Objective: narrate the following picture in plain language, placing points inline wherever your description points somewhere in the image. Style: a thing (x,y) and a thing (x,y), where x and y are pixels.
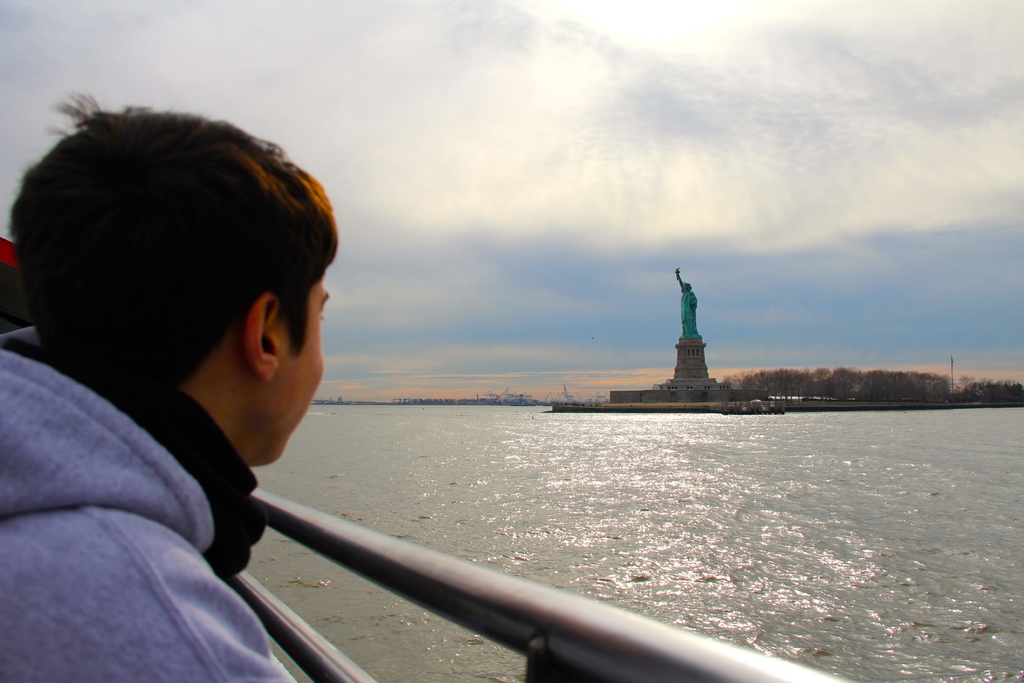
As we can see in the image, there is a man (182,364) standing and there are lot of water (672,528) and a statue (686,317) over here. In the background (808,389) there are lot of trees (840,382). On the top (653,179) there is a sky (631,126).
